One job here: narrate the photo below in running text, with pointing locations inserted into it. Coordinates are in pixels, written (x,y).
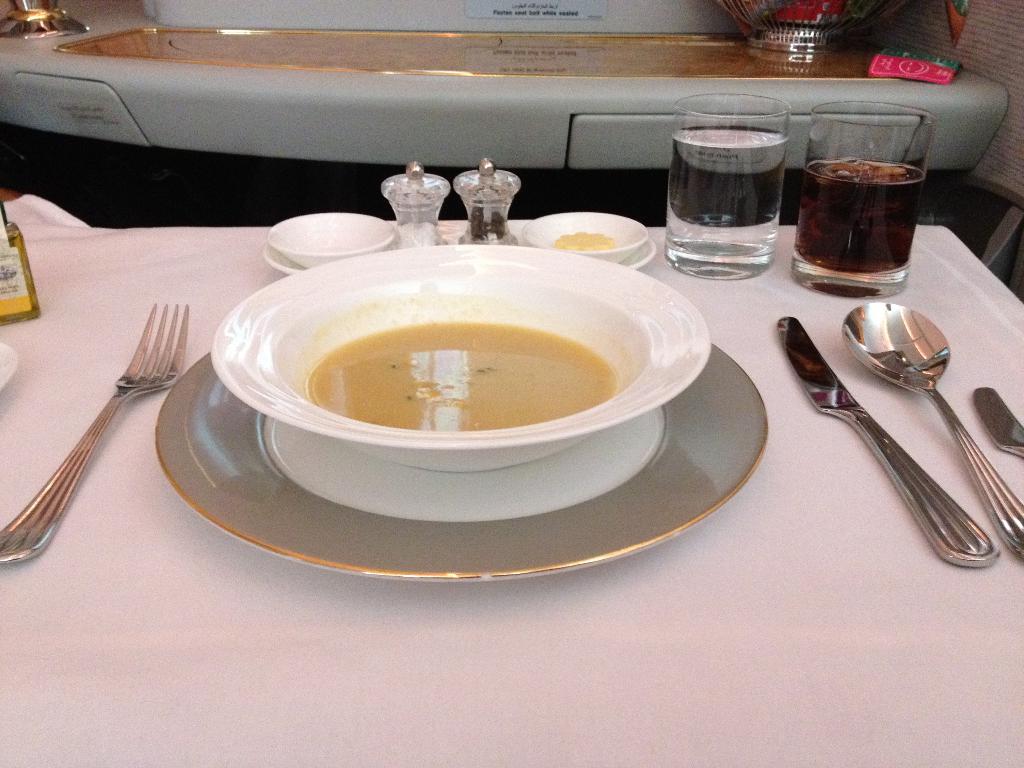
There is a table (734,631). On the table (802,630) there are fork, knife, spoon (879,368), glasses (837,222), bowls (611,231), bottle (23,279) and some food item (456,365). In the background (373,117) there is another table (256,73).
